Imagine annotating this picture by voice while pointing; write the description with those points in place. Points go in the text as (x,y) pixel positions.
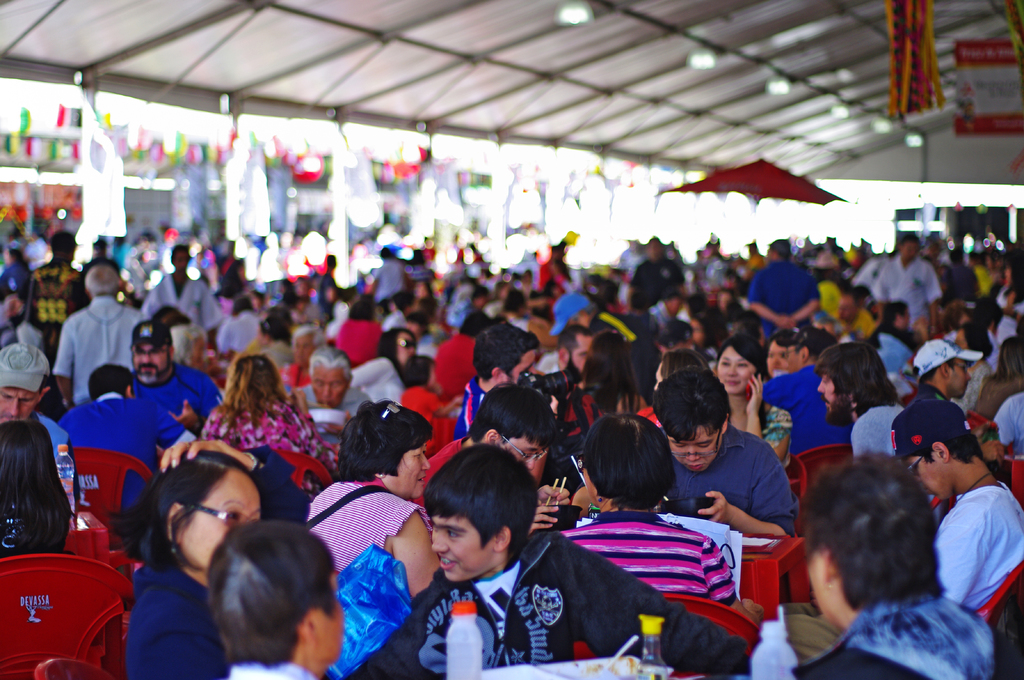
In this image we can see a group of people (289,445) sitting on the chairs (290,462). In that some are holding the bowls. On the backside (545,289) we can see a group of people (411,259) standing and a roof (381,94) with some ceiling lights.
